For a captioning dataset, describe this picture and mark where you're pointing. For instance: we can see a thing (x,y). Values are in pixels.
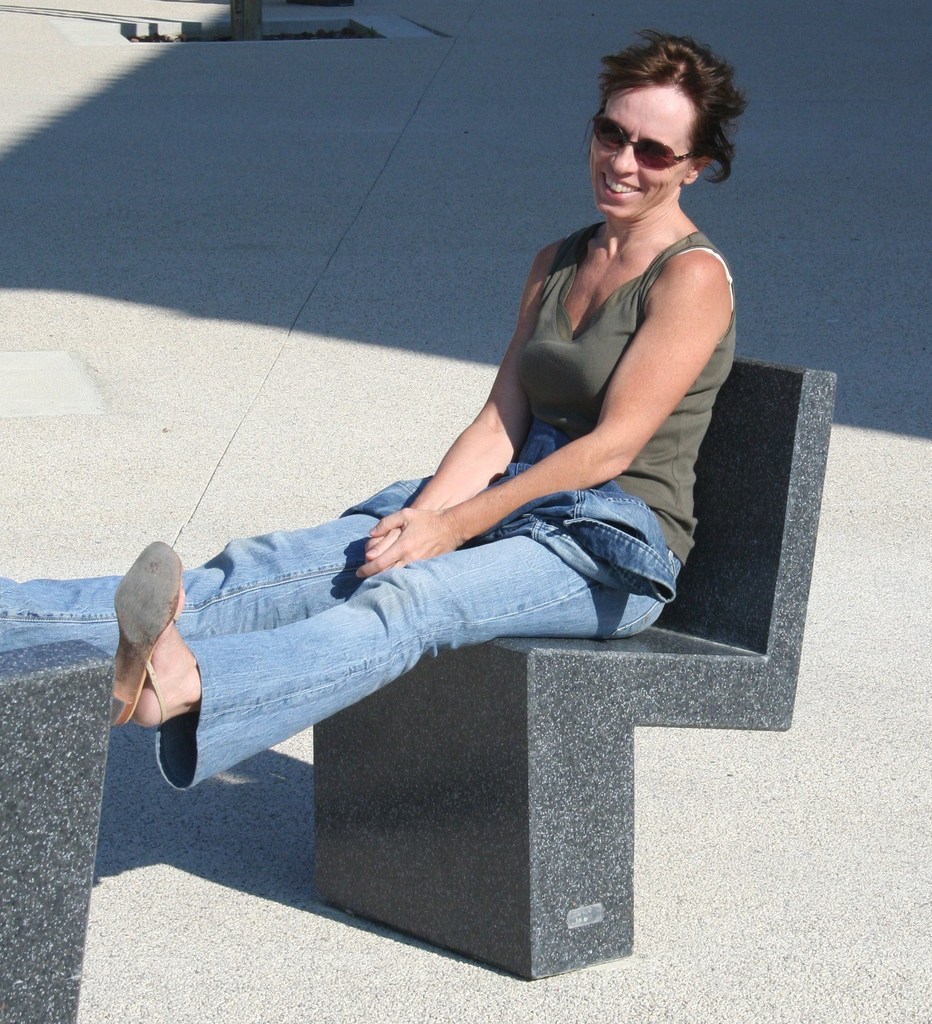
In the foreground of the picture (464,571) there is a woman (484,565) sitting on a stone chair (539,705). On the left (57,685) there is an object (60,731). At the top (236,35) there a pole like object (243,23). The woman (627,152) is wearing spectacles (653,150), she is smiling.
